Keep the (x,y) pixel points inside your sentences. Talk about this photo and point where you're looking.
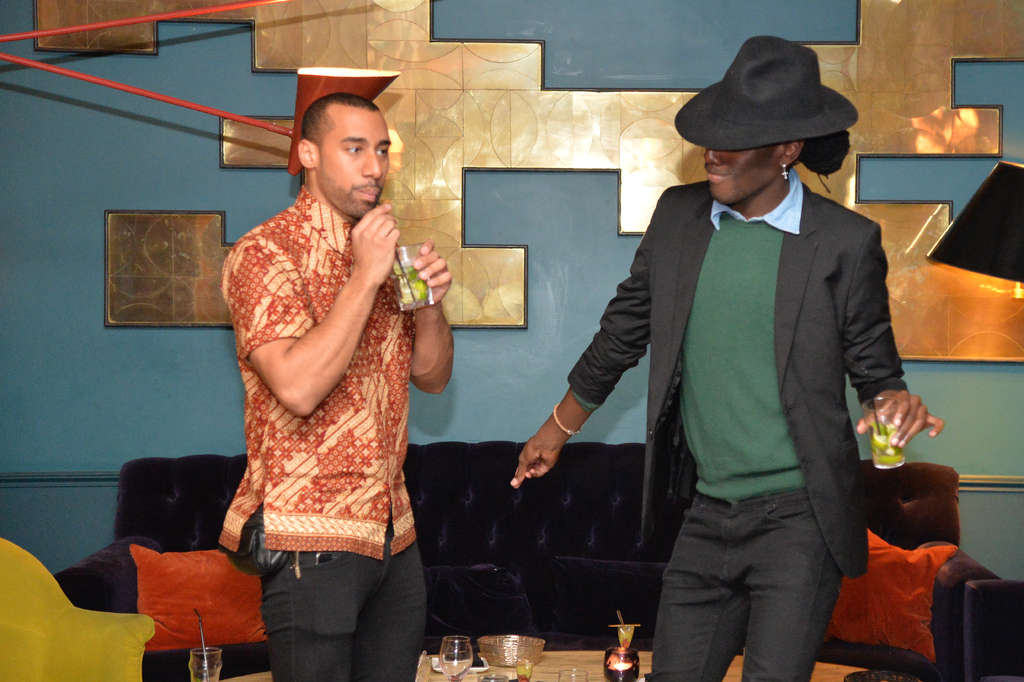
This image consists of two persons (289,395) standing and drinking the juice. In the background (621,134), we can see a frame (914,280) on the wall (52,401). And there is a sofa (440,636) in black color. On the left (48,637), there is a chair (58,655) in yellow color. At the bottom (537,681), we can see a table (547,673) on which there are glasses (505,681) kept.
